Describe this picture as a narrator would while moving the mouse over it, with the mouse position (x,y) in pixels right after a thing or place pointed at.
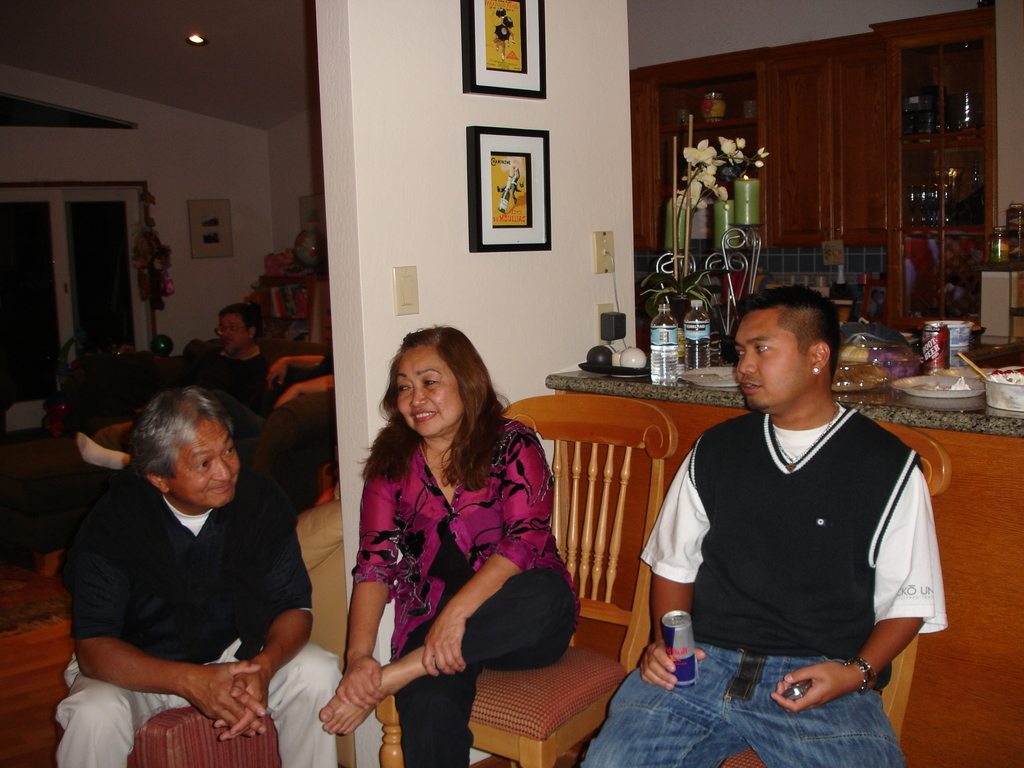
In this picture we can see three persons (183,564) are sitting on chairs (586,570), a man (714,626) on the right side (688,649) is holding a tin (687,636), on the right side (995,436) we can see a counter top (980,428), there are water bottles (705,329), candles (719,226), flowers (678,283), plates (896,384) and a tin (934,342) present on the counter top (954,410), in the background (876,152) we can see cupboards (857,115), on the left side (318,360) there are two persons (282,363) and a window (97,237), we can see a wall (407,189) in the middle (429,280), there are two portraits (475,71) on the wall (439,185), we can see a light (191,41) at the top of the picture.
